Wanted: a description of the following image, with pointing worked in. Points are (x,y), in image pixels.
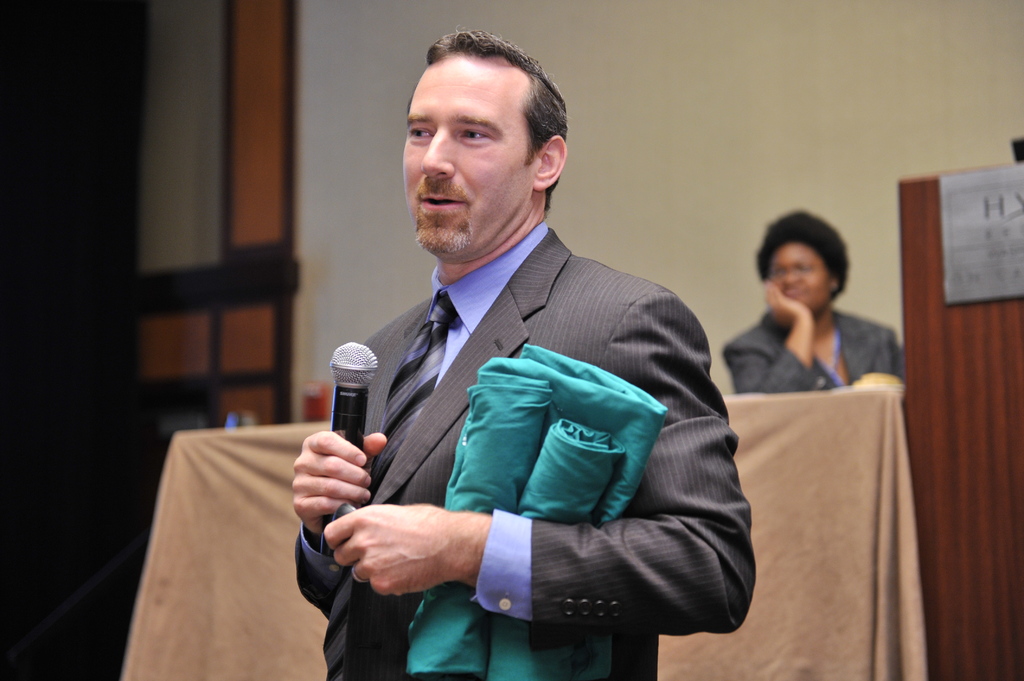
In this picture a guy (454,101) is talking with a mic (343,405) in his hand (357,471) and holding a blue color cloth (477,484) in his another hand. In the background (843,355) we observe a lady (840,367) sitting on a brown table (833,439).
